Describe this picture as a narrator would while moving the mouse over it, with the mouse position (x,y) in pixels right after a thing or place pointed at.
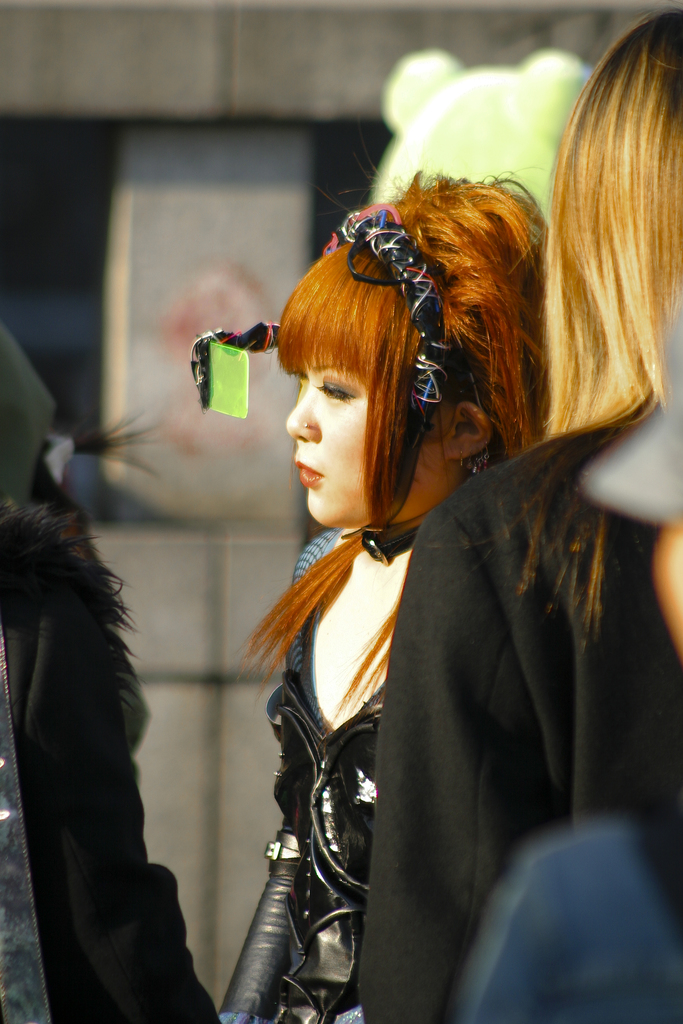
In the picture there is a woman (302,750), she is wearing black dress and there is a hair band (393,261) on her head (377,294) it is a unique one, in front of the women (322,712) there are few other people (572,577) and the background of the women (422,257) is blur.
